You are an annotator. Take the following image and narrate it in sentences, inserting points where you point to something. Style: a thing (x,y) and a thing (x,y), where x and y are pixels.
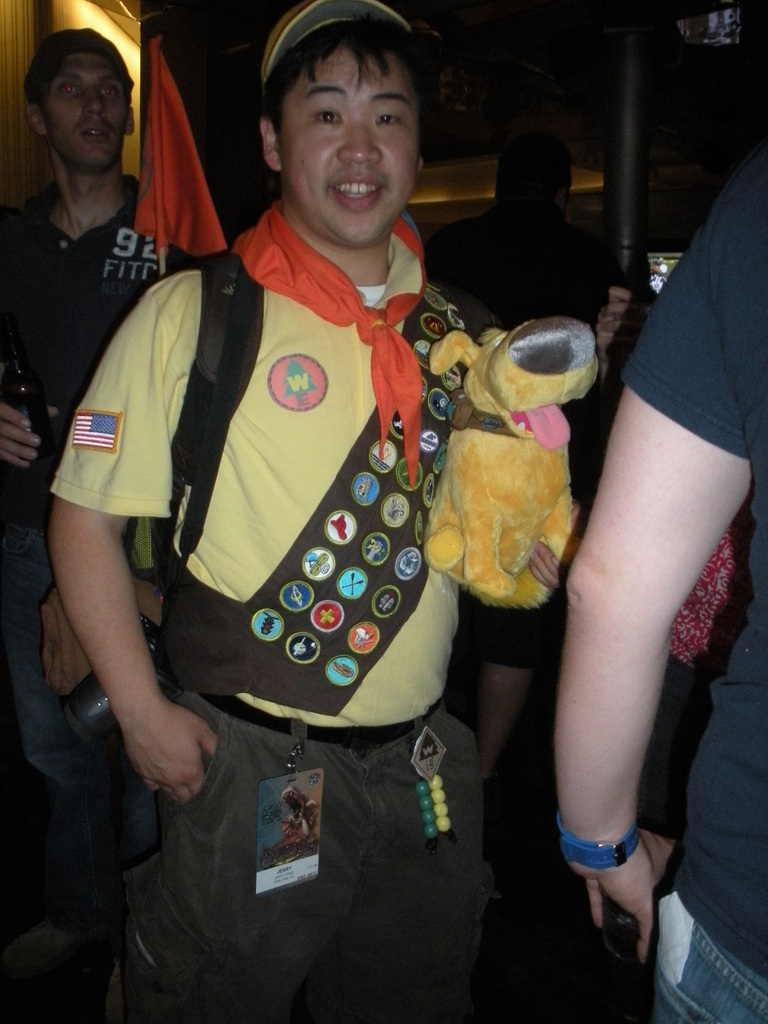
In the foreground of this picture (526,398), there is a man (347,642) in yellow color T shirt (347,714) and a brown pant (259,968) holding a toy (505,405) in his hand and wearing a cap (298,24) and also an id card (293,834) attached to the pant (255,910). On the right side of the image (668,515), there is an another man (725,691). In the background (532,204), there are persons (539,176) and a pole (616,208).
